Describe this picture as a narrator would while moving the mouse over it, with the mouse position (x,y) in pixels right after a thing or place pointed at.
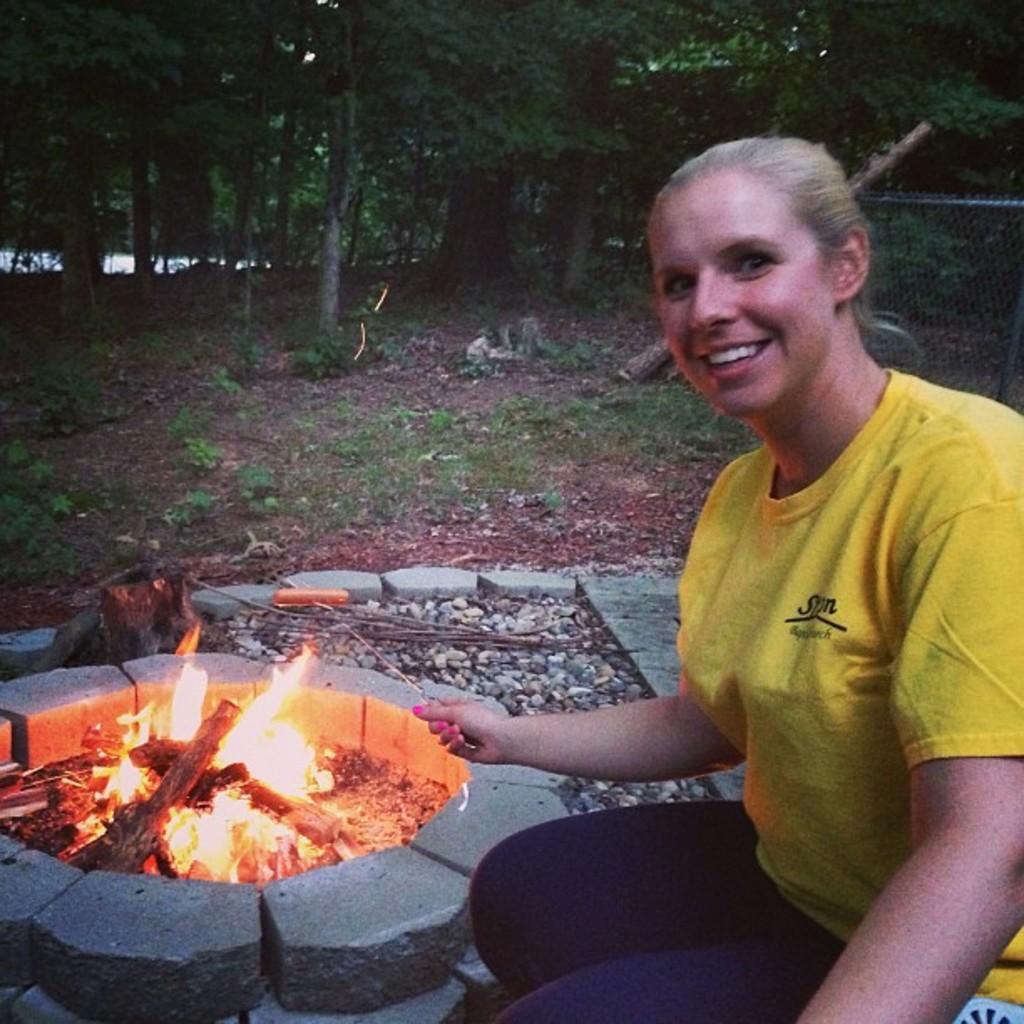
In this picture we can see a woman (896,782) is smiling, on the left side (311,806) there is campfire (225,810), in the background (514,432) we can see trees (325,90) and plants (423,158), at the bottom (522,808) there are some stones (467,599).
